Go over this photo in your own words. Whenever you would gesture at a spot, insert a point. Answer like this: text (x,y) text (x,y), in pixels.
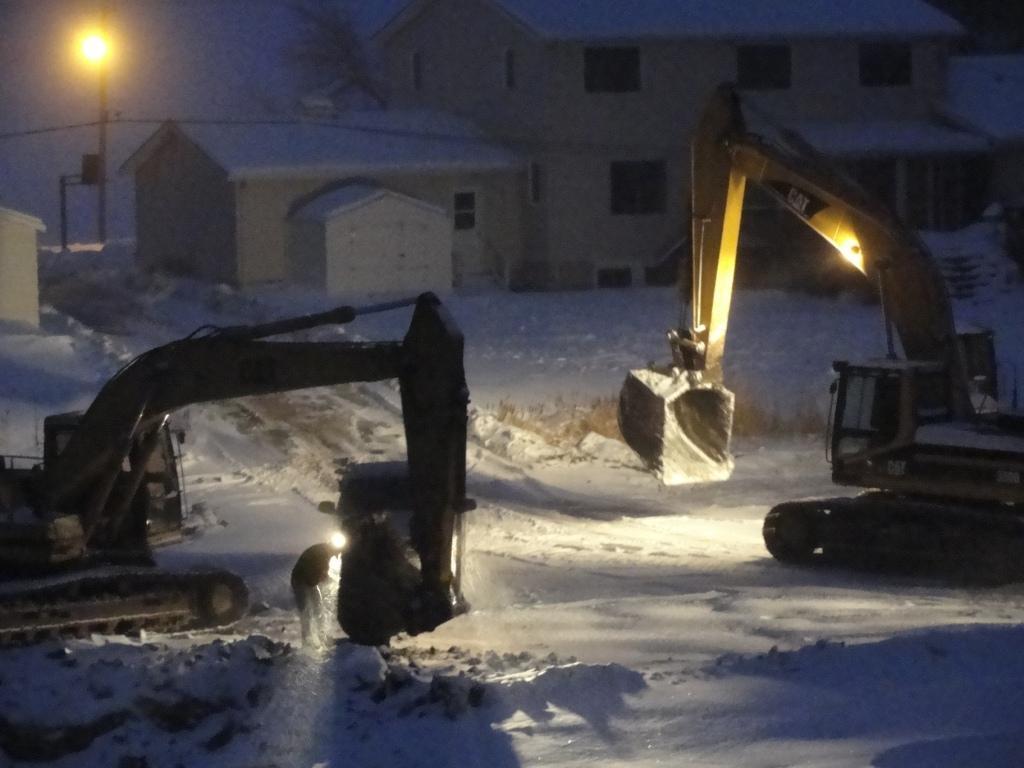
There are two cranes (65,416) on the both sides. And a person (300,572) is standing near to the crane (349,580) on the left side (295,580). It is fully covered with snow (143,314). In the background (141,207) there are buildings (506,144) with windows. Also there is a light pole (84,49) in the back (96,45).
